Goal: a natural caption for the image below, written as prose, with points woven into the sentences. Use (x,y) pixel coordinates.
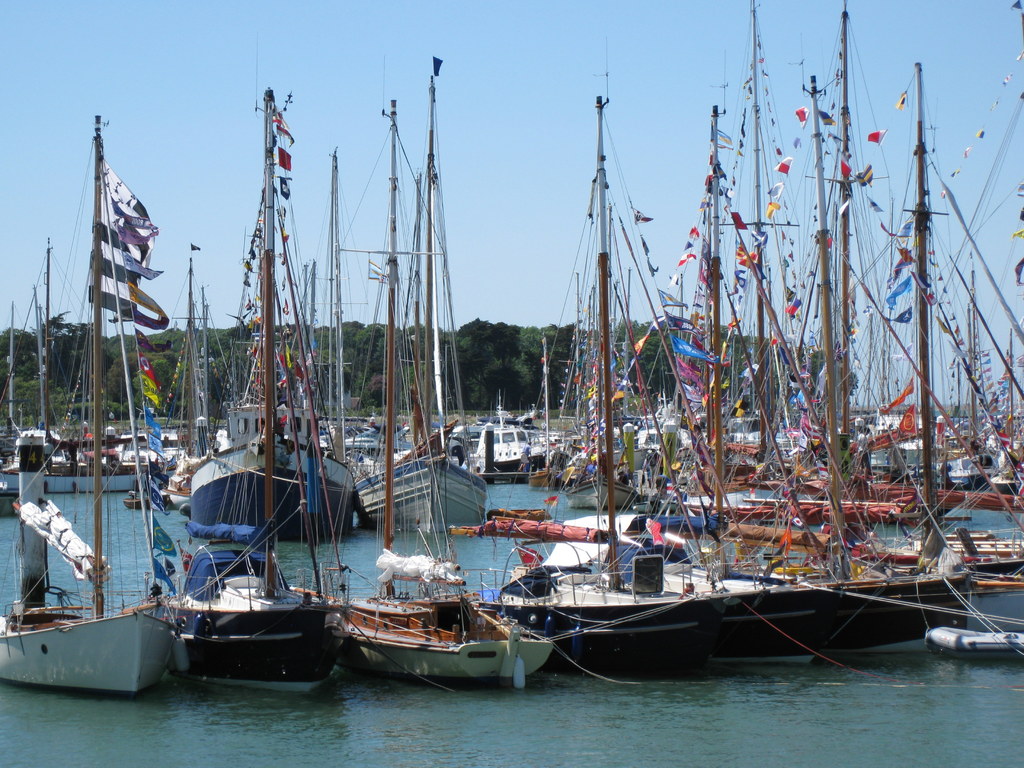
In this image there are boats (606,355) in the water (798,709). In the background of the image (512,358) there are trees (535,346) and sky (523,207).
